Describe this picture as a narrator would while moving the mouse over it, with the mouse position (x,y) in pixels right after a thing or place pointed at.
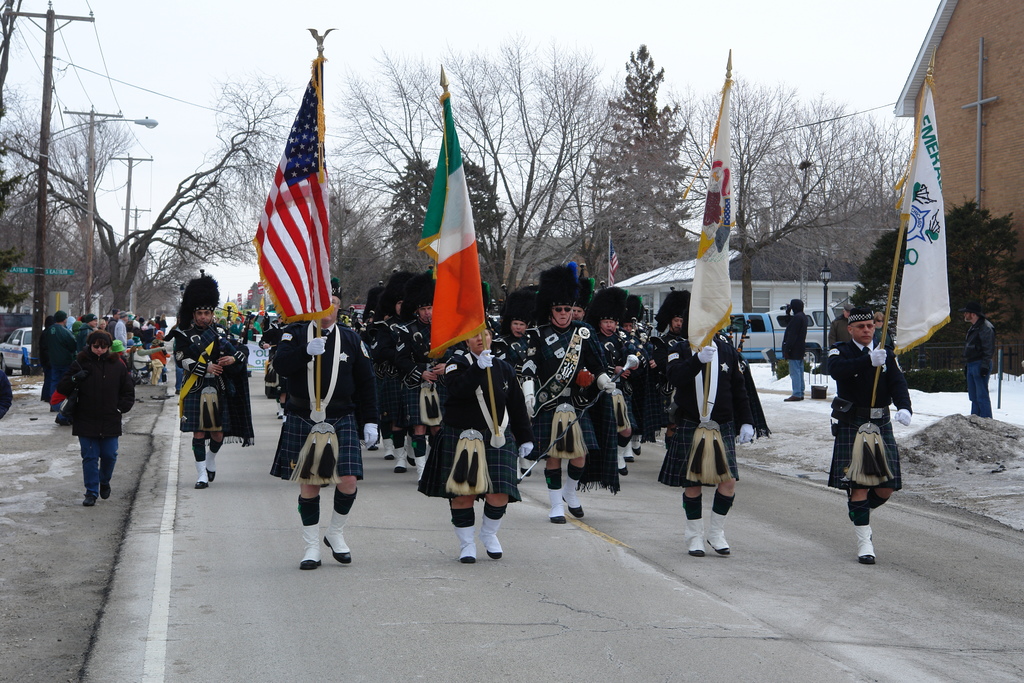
In the picture we can see many people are walking on the road (263,532) and in front of them, we can see four people (306,511) are walking holding the poles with flags (326,278) and besides, we can see a path (23,546) with some people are walking and we can also see some poles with wires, and pole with a light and in the background (368,267) we can see the trees (501,278) and the part of the sky (227,2) from it.
